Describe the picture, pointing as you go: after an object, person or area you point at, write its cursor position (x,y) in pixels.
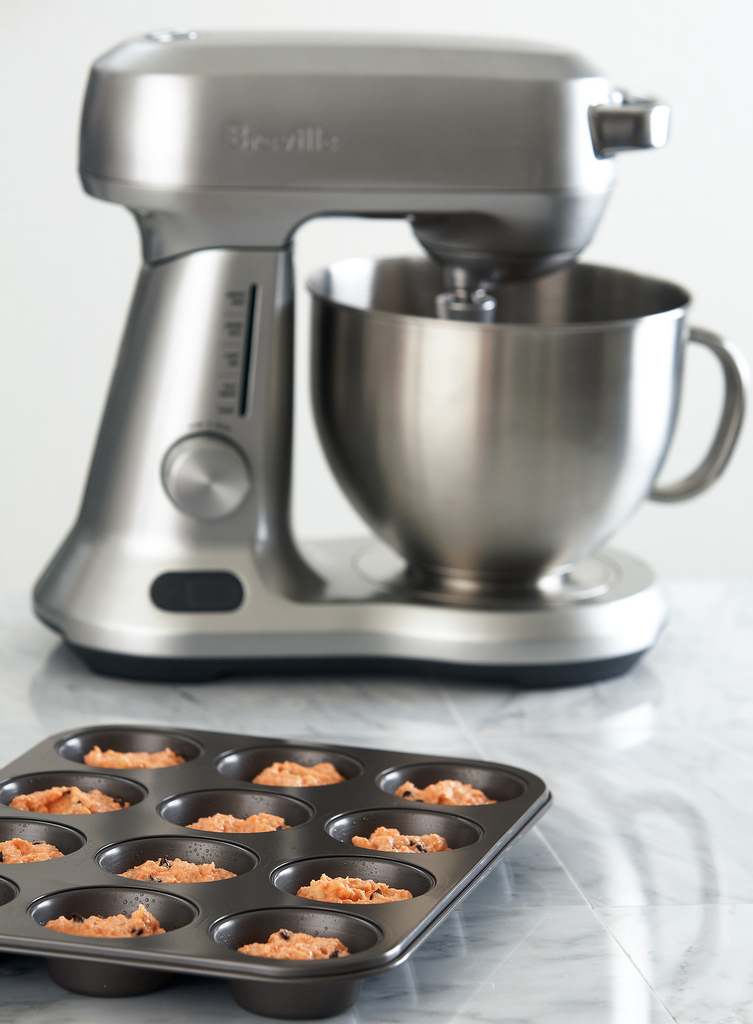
In the foreground of this image (296,898), there are muffin batter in a black tray (362,927) and in the background (370,494), there is a mixer (379,470) is on the stone surface (636,863).
